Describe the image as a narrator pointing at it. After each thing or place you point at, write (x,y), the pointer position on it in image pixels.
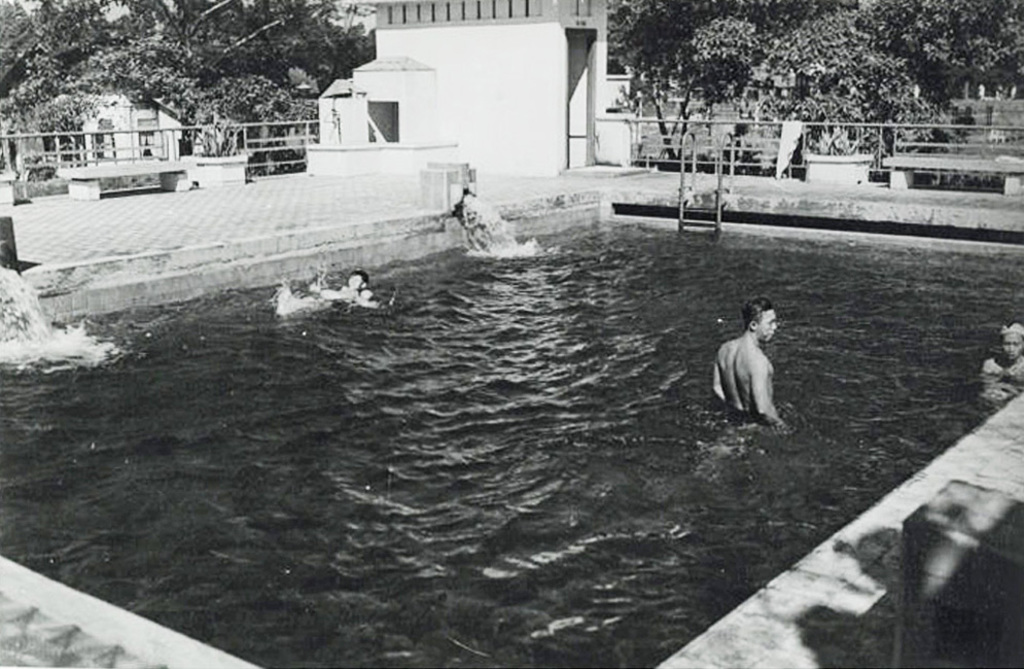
This is a black and white image. In the center of the image (376,321) there is a swimming pool (365,329) in which there are persons (748,343). In the background of the image (660,51) there are trees (263,48). There is a house (379,97). There is a fencing (254,125).
